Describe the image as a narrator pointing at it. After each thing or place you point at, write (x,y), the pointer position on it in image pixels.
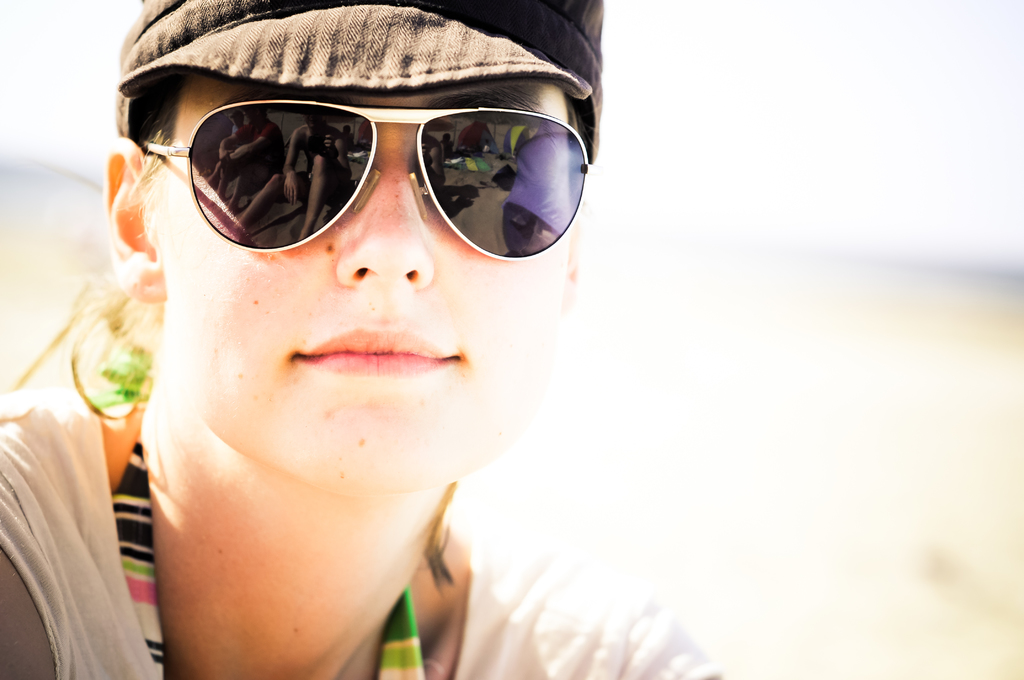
A woman (513,361) is there, she wore goggles (438,180), cap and a white color t-shirt (484,623).
